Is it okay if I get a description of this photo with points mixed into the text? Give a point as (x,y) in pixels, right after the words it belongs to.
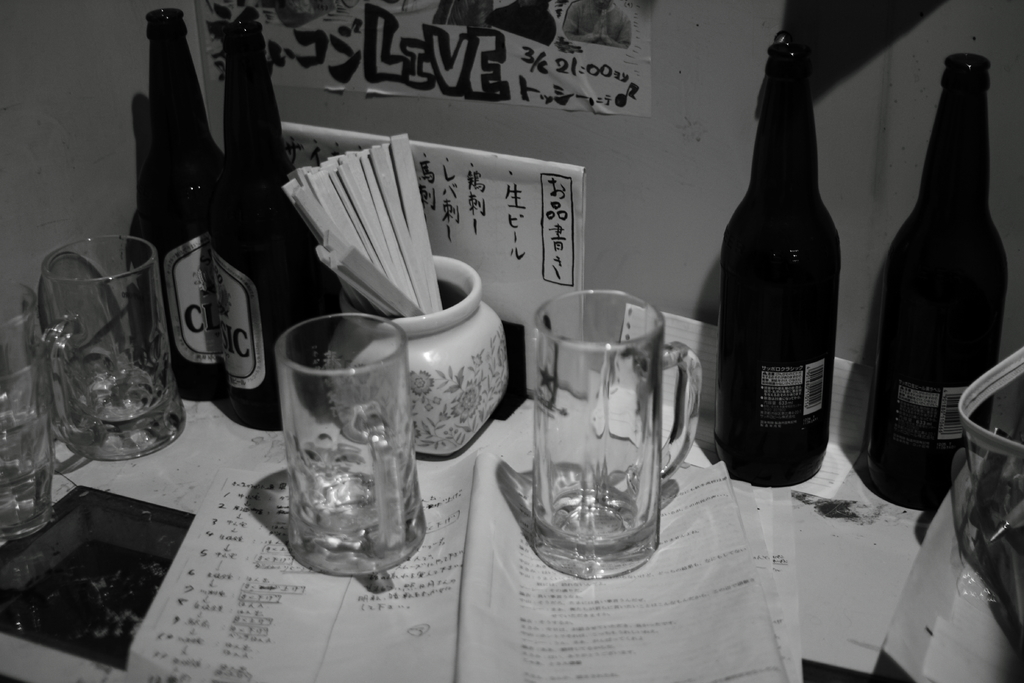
In this image there are a group of bottles (888,363) and glasses (80,349) and one pot (436,413) is there, and on the bottom (175,567) there are some papers (406,606). And on the background (561,125) there is a wall (105,78) and on that wall (680,33) there are some posters (488,92). On the bottom of the right corner (996,456) there is one plastic bag (966,549).
